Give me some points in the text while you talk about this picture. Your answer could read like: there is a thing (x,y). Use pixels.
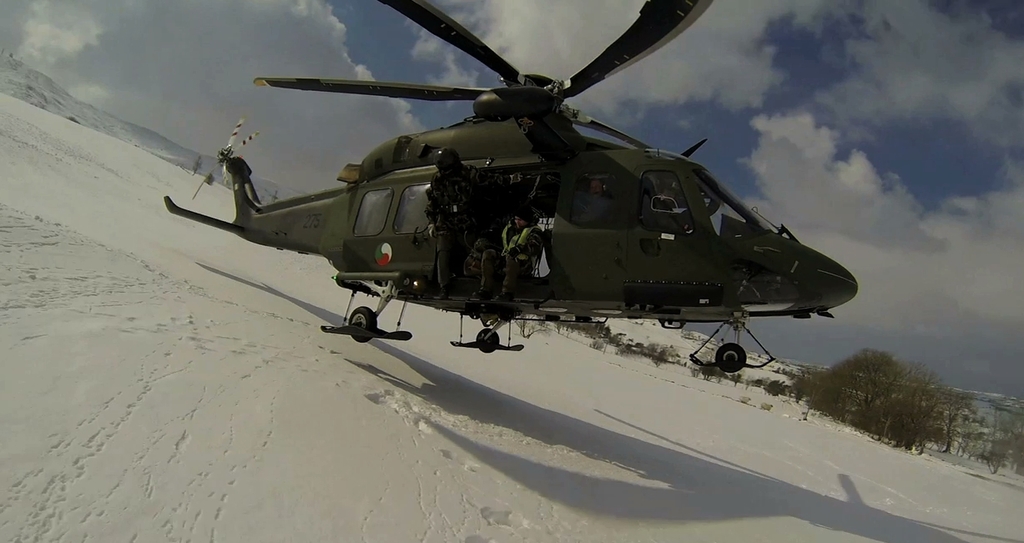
In this image I can see a helicopter (349,261) is flying in the air (728,172), on this I can see few people (499,258). At the bottom of the image (384,475) I can see the snow (574,461). In the background (872,413) there are some trees (880,389). On the top of the image (832,89) I can see the sky (807,45) and clouds (731,53).
